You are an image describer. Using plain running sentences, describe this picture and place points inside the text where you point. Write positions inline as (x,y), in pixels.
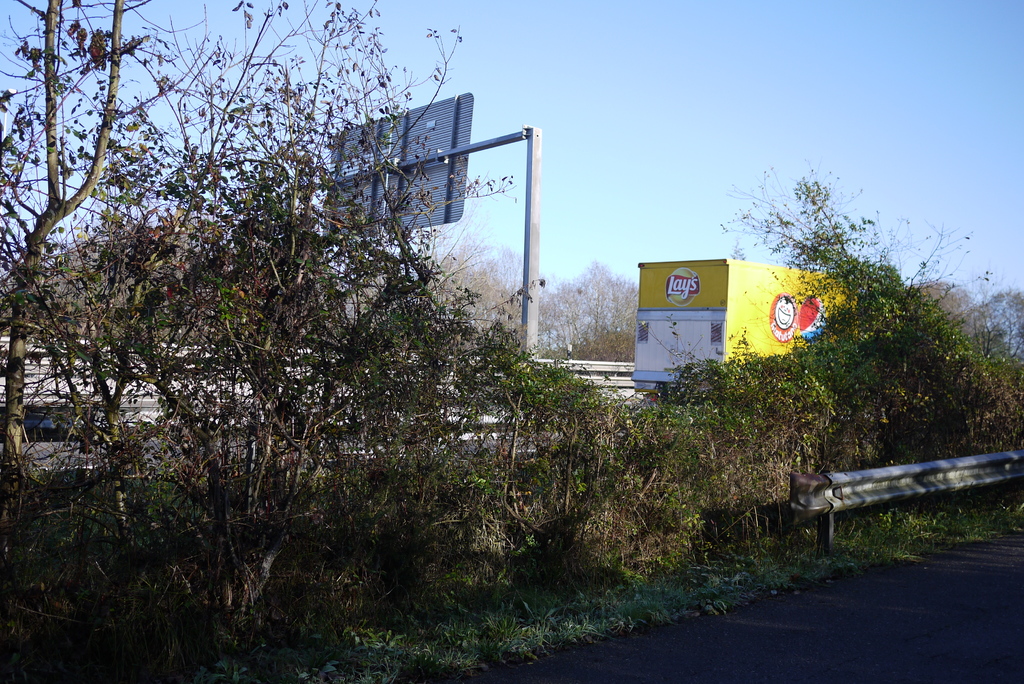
In this image at the bottom (448,646) we can see road (671,641), small fence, plants (702,523) and grass (722,575) on the ground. In the background (557,327) we can see a vehicle (651,291), board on a pole stand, fence (274,350), trees (542,323) and sky (104,3).
